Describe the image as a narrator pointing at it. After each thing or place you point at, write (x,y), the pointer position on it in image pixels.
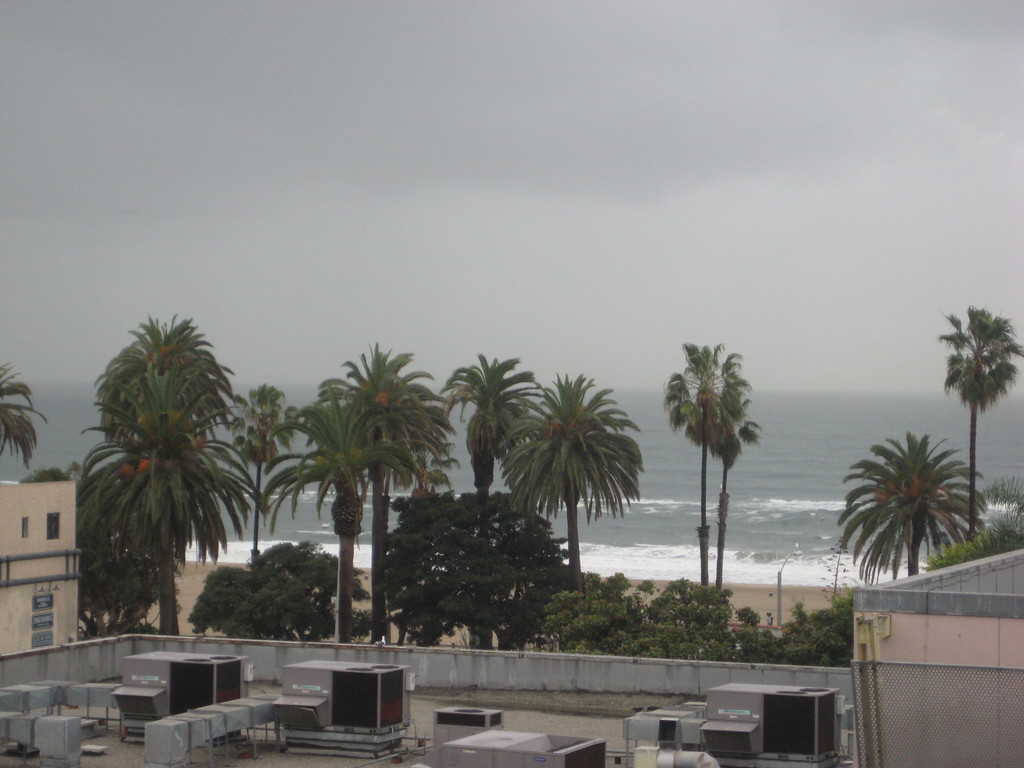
In this image in front (482,741) there are some objects (563,734). There is a wall (564,679). On both right and left side of the image (65,575) there are buildings (68,583). In the background of the image (394,620) there are trees (543,610), water (787,506) and sky (657,93).
